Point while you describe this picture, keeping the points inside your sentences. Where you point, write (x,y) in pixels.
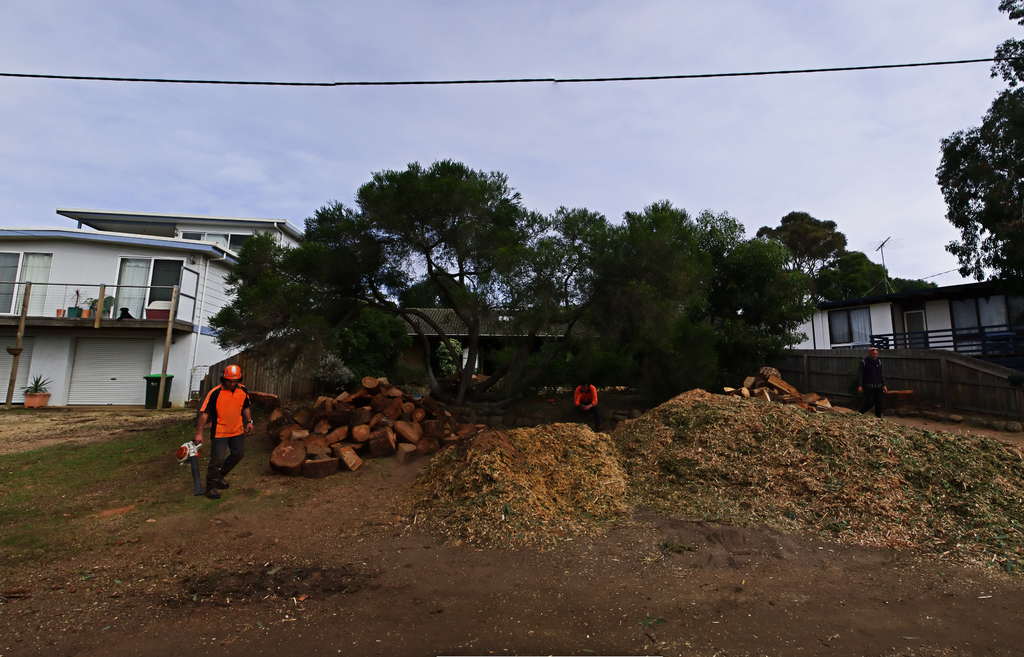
There are two people (242,419) standing and a person (576,399) sitting. These are the tree trunks (376,447), which are chopped. I can see the trees (660,240). These are the houses (191,245) with glass doors (152,280) and windows (46,268). This looks like a rolling shutter (111,360). I can see a flower pot (31,396) with a plant (31,393). This looks like a dustbin (151,386).
